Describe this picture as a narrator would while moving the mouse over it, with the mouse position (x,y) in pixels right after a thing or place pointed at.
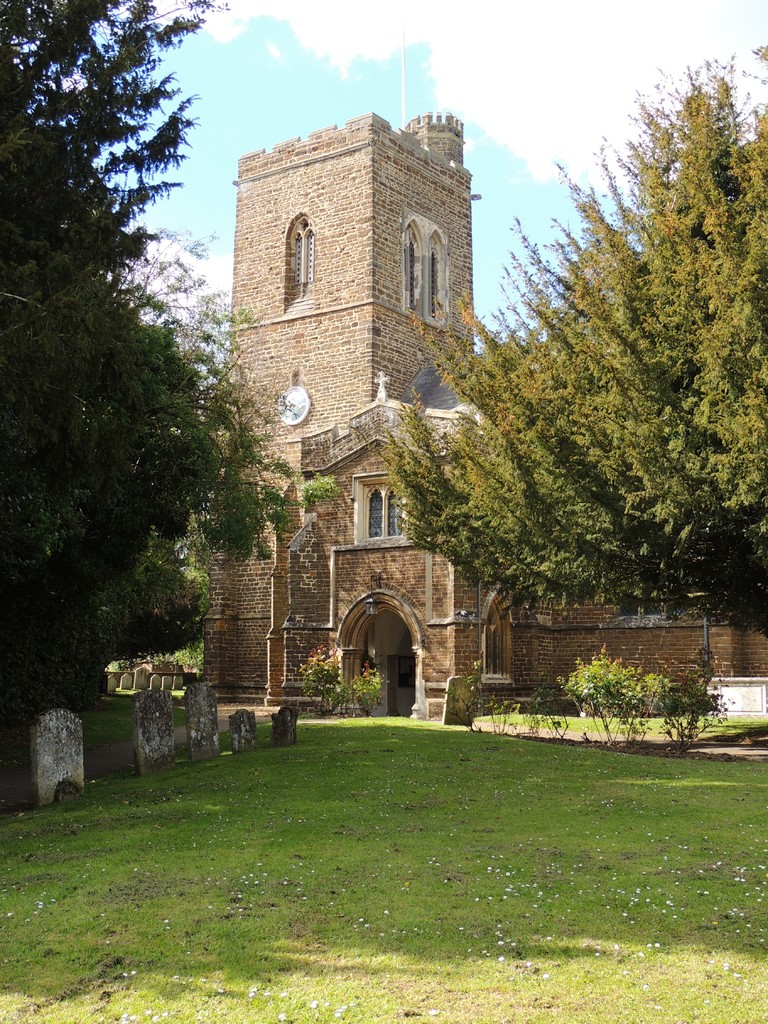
In this image there is a building (527,628), in front of the building (275,652) there is a graveyard (191,750), there are trees (690,454) and plants (628,721). In the background (522,207) there is the sky (530,166).
